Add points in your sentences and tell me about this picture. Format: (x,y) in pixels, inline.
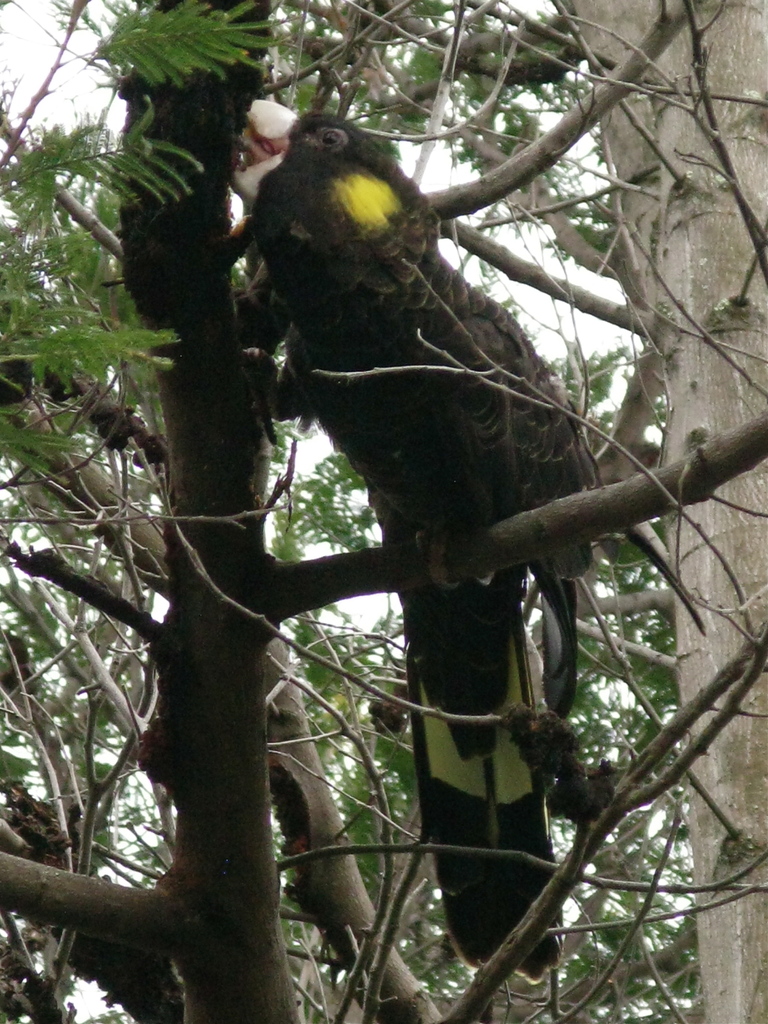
In the image we can see a tree (595,237), on the tree (361,117) there is a bird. Behind the tree (378,667) there is sky (33,3).
